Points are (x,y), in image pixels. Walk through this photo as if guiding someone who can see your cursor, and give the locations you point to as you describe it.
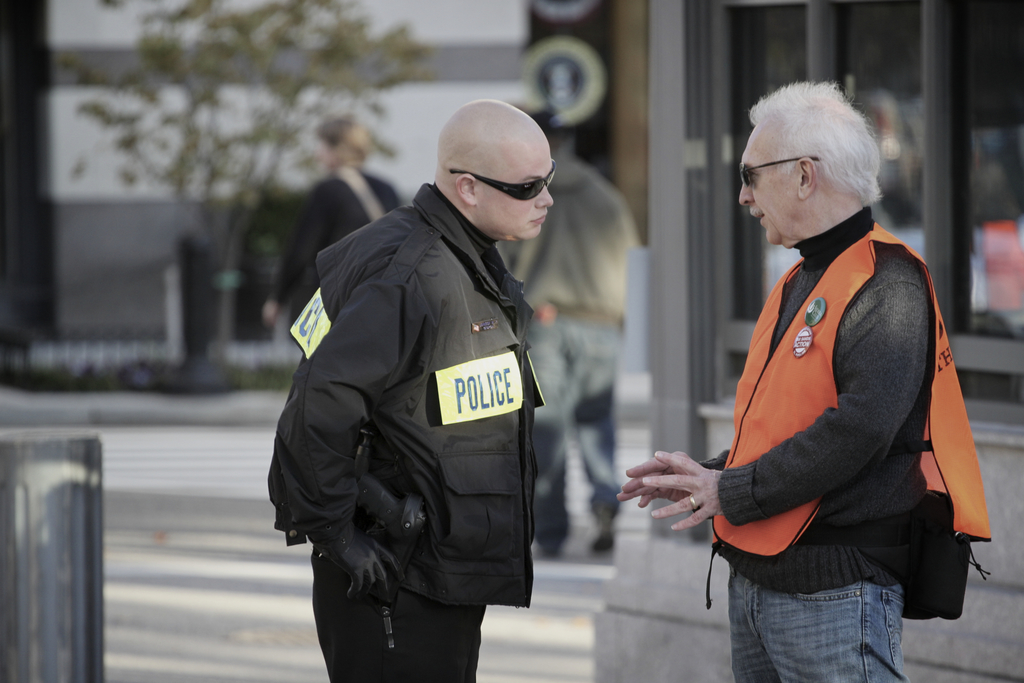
In the front (334,610) two people (765,632) are facing towards each-other and wore jackets (493,390). In the background (878,104) it is blur. We can see people (582,221), boards (539,18), tree (398,49) and glass window (782,265).
